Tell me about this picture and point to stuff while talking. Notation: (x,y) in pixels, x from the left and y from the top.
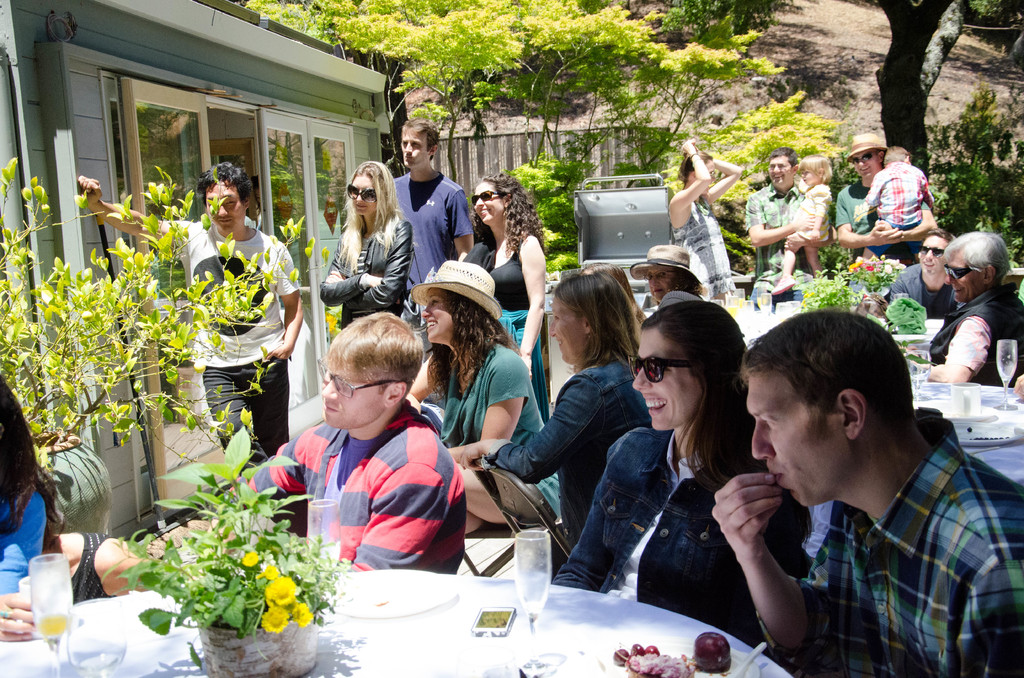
In this picture there are group of people (618,450) sitting on the chair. There are four people (392,248) standing to the left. There is a flower pot (288,623), plant (236,571), phone (476,621), glass (538,560), bowl (647,640) on the table (404,643). There is a house (142,65) and few trees (647,91) at the background (998,179). There is a man (779,210) holding a baby (809,195) in his hand (812,224). There is also another man (853,195) holding a baby (896,200) in his hand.
